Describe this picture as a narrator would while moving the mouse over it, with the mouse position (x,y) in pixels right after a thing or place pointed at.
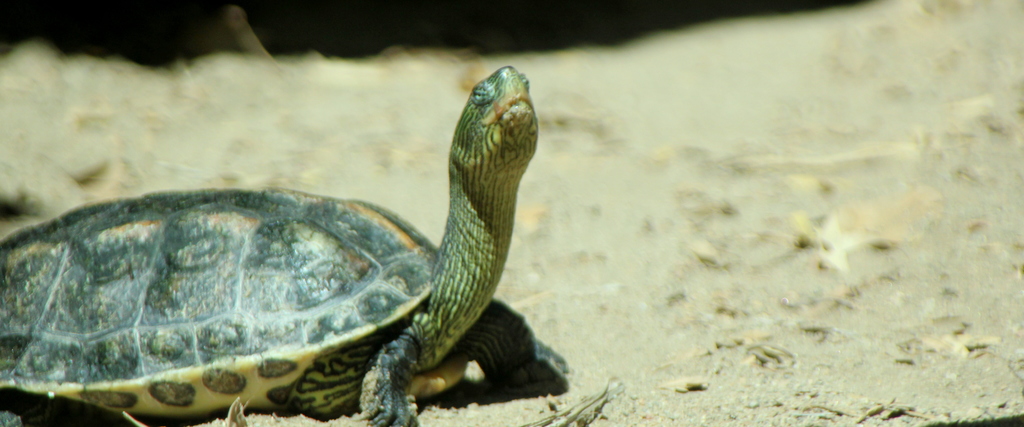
In this image there is a tortoise (299,305).
